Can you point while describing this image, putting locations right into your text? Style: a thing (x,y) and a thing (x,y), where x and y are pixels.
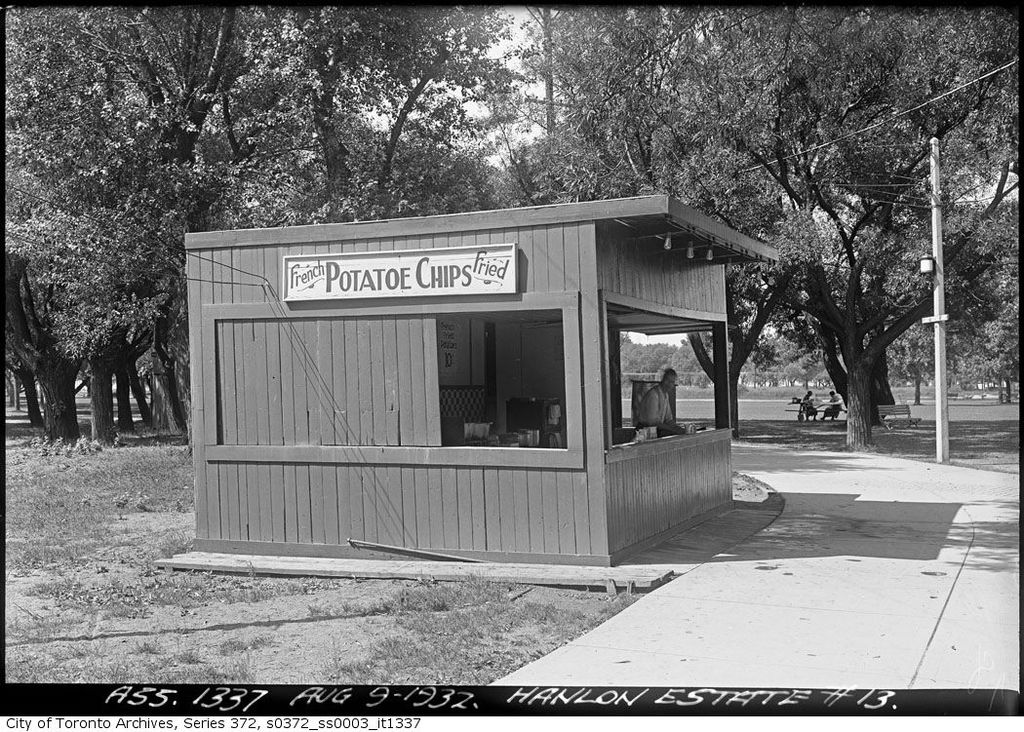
It is a black and white picture. In this picture there is shelter (554,317), pole (935,212), benches (805,414), people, board (486,264), trees (224,167), walkway (811,653) and objects (514,414). Something is written on the board (379,290). At the bottom of the image (426,687) there are watermarks (409,687).
